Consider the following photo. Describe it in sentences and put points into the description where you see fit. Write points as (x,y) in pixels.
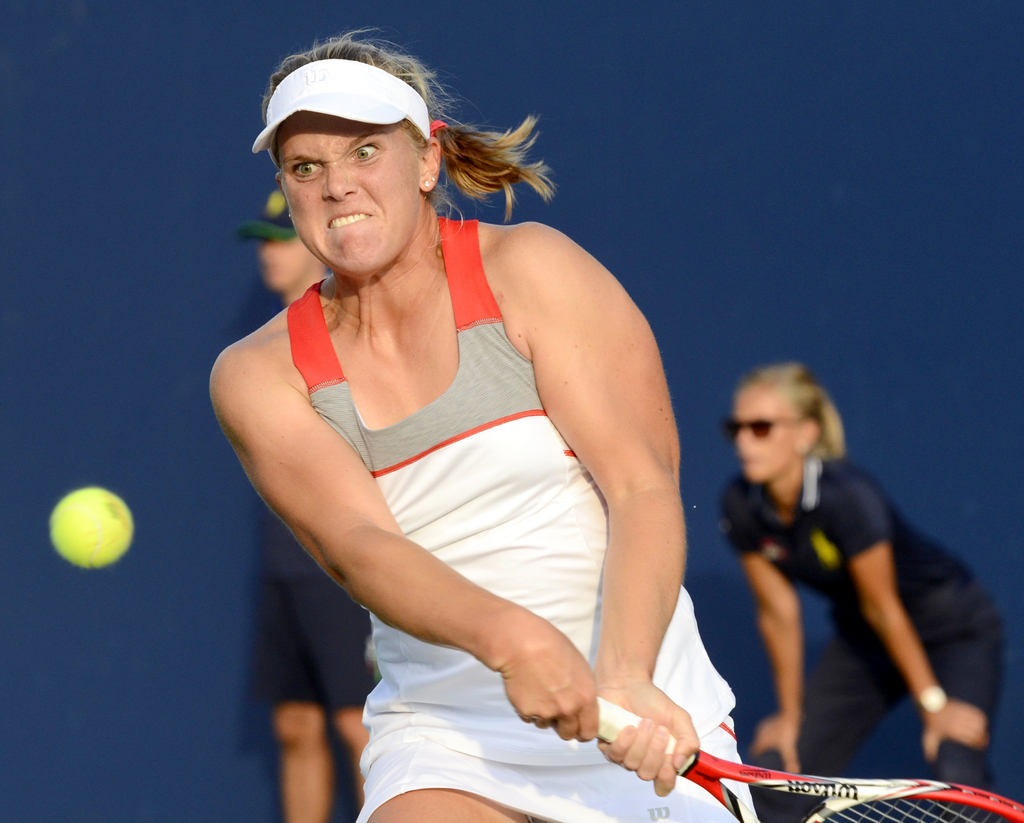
In the center (543,471) we can see one person (443,541) holding racket (712,782). On the left (98,518) we can see ball (81,494). Back we can see two more persons (790,463) were standing.
